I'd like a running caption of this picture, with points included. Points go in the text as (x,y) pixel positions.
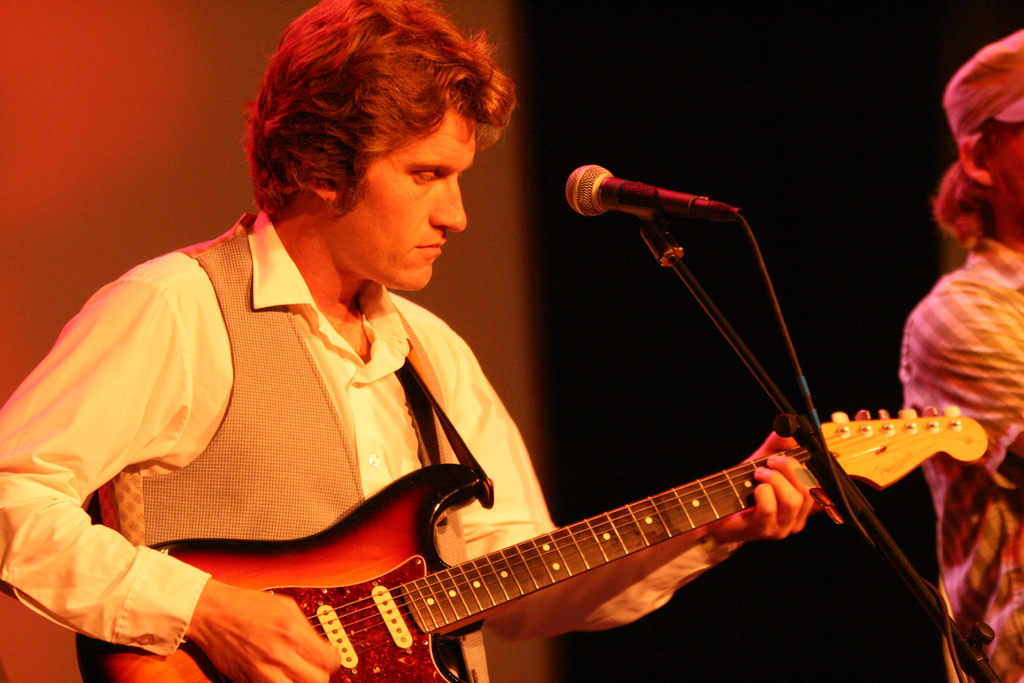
In this picture I can see there is a man (261,618) standing on to left (318,596) and he is playing a guitar (402,595) and there is a microphone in front of him and there is a person (928,313) on to right (1000,475) and the backdrop (910,44) is dark.
